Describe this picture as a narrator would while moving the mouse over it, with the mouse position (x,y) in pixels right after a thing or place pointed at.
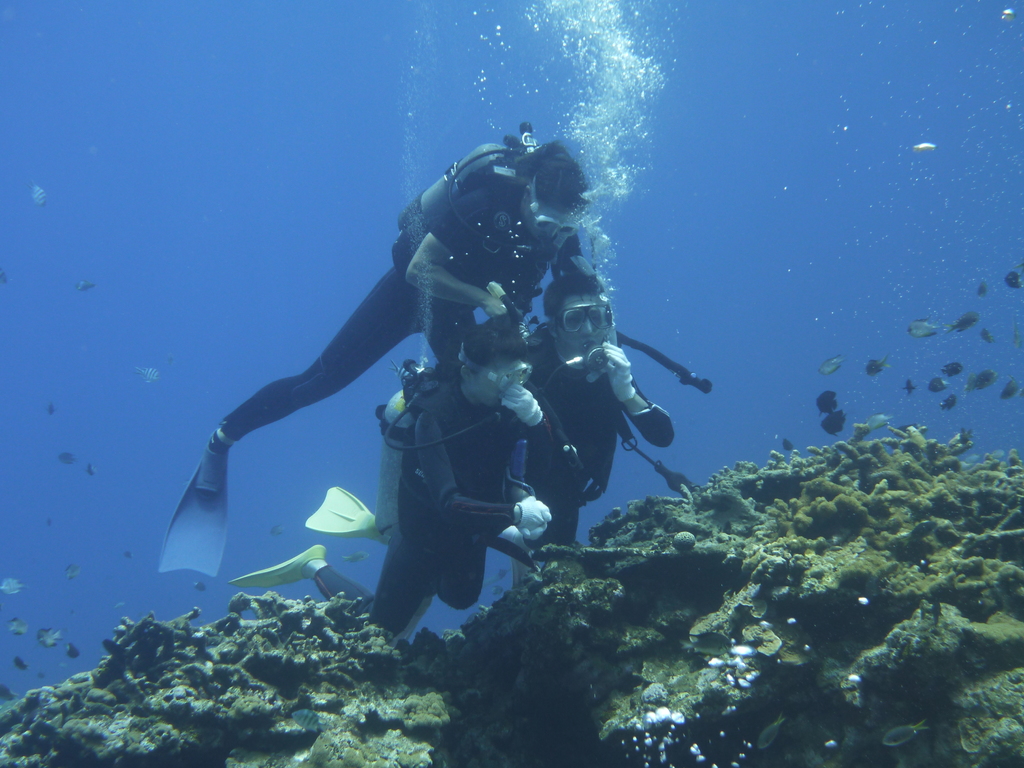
In this picture I can see few people (515,322) are swimming in the water (662,377) and I can see fishes (988,375).
